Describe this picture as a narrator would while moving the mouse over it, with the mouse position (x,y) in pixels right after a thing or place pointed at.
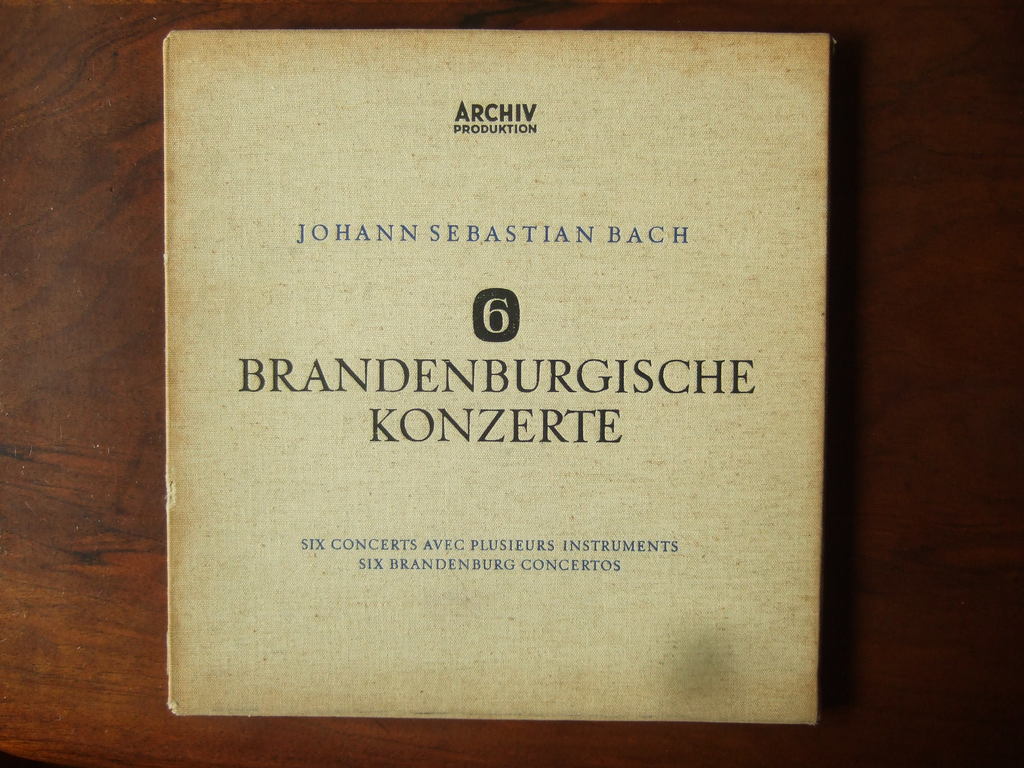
In this image, we can see a book (404,561) on the table (143,628).
